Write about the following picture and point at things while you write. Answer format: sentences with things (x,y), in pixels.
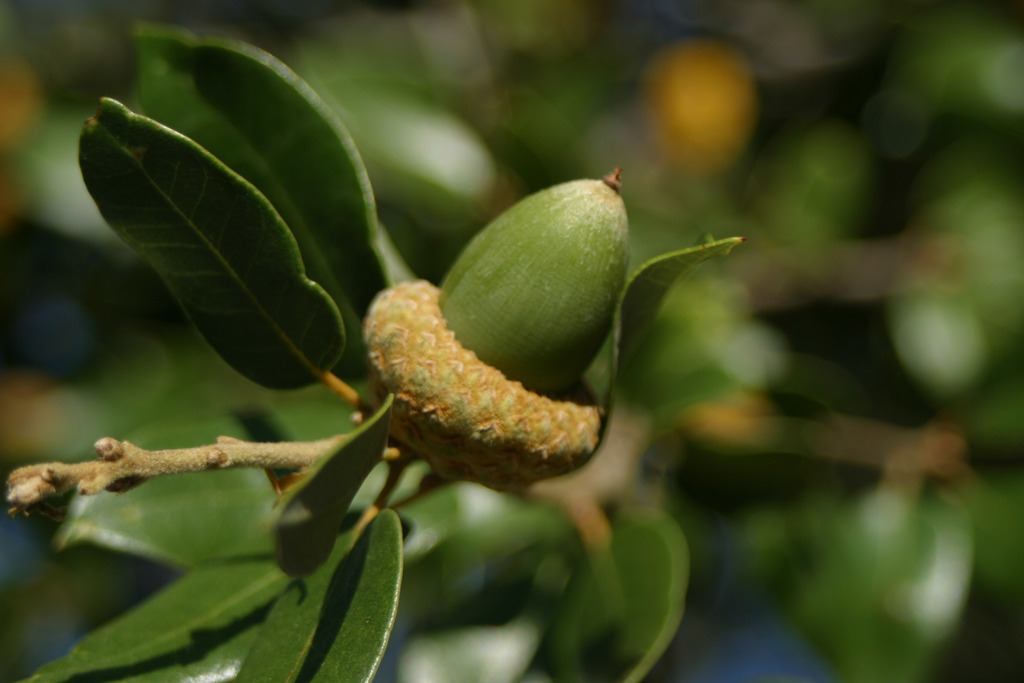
This image consists of plants (405,312). In the front (499,277), it looks like a fruit (511,355). And the background (794,197) is blurred. And we can see the green leaves (464,658).
